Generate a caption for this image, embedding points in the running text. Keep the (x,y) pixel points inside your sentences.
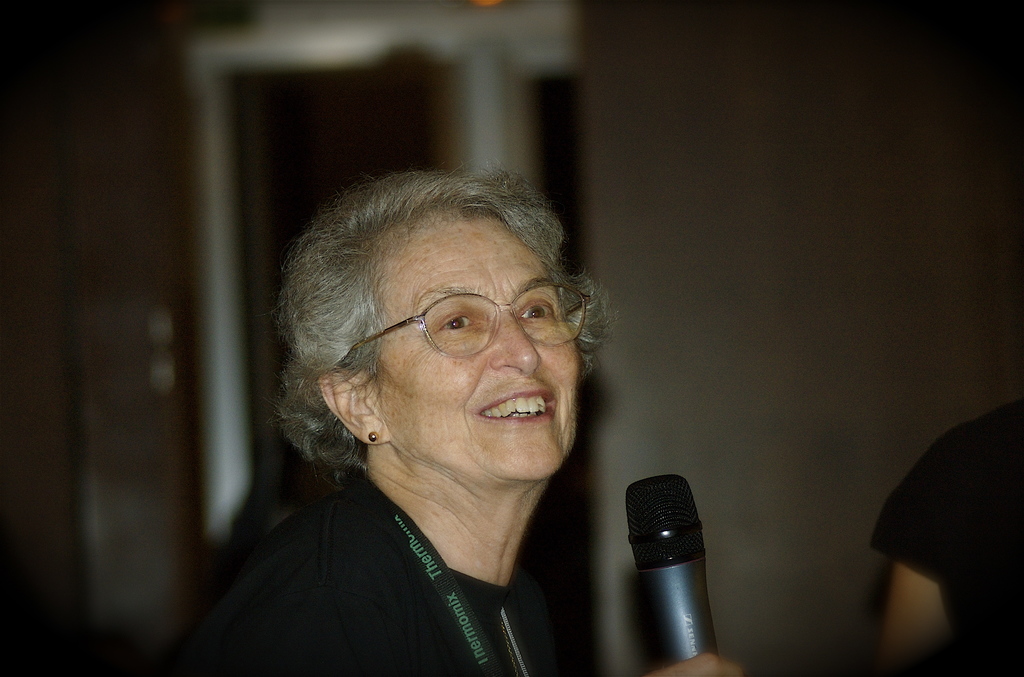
In this image an old woman (408,459) is holding mic (673,498) with a smiling face (523,408). Here there is another person (957,526). The background (134,92) is blurry.
